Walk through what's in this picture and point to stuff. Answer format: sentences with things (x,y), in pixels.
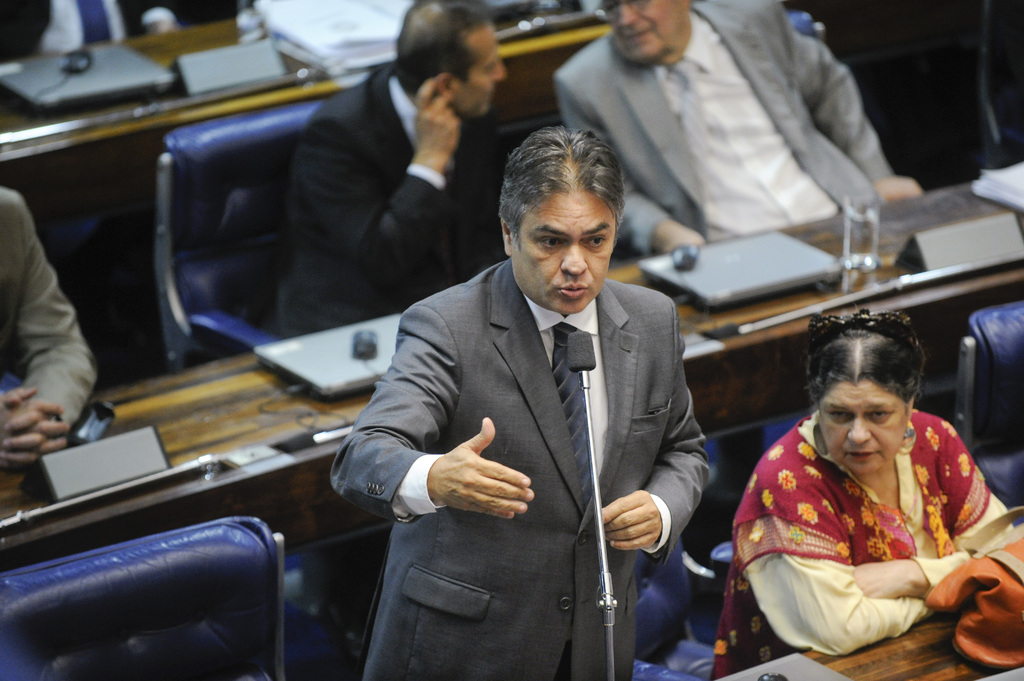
There is one man (541,479) standing at the bottom of this image (459,521). We can see people (326,226) sitting on the chairs (274,206) in the background (822,477). There are laptops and other objects (859,294) are kept on the tables (264,381).
